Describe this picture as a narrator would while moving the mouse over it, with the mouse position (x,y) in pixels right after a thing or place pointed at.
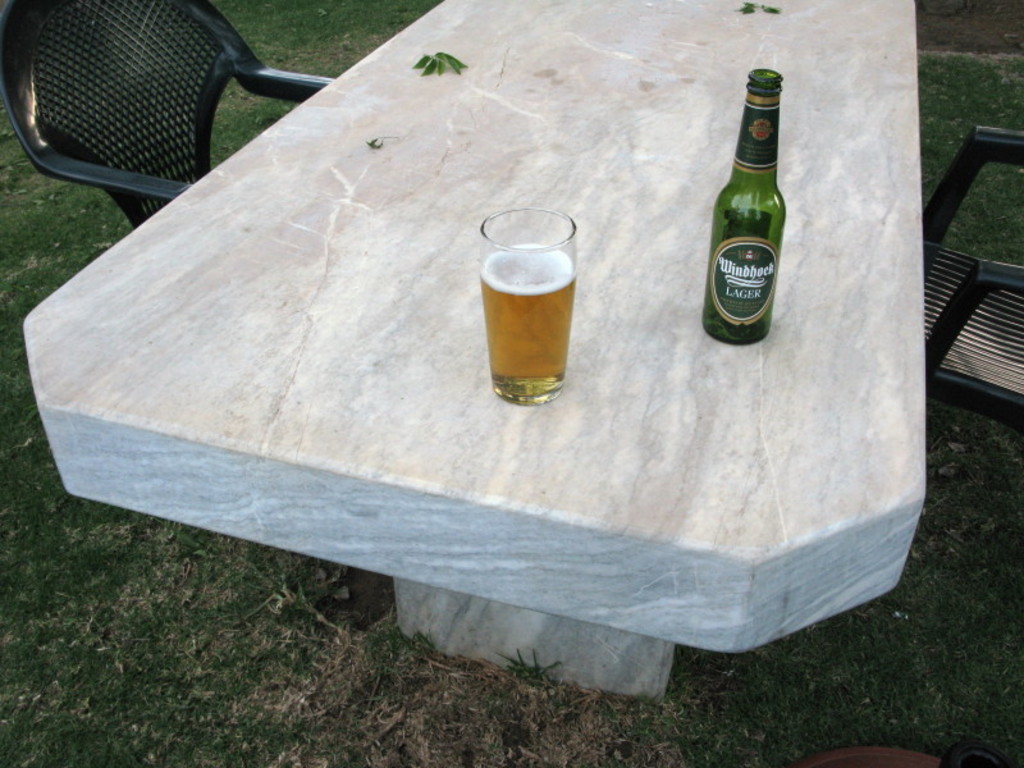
In this image there are two chairs (963,310) on the right (933,348) and left side (130,136), and one table (292,358) is there. On the table (822,247) there is one bottle (741,278) and glass (523,300) is there that glass (533,327) is filled with drink (523,325) and in the bottom (106,609) there is grass (882,608).
